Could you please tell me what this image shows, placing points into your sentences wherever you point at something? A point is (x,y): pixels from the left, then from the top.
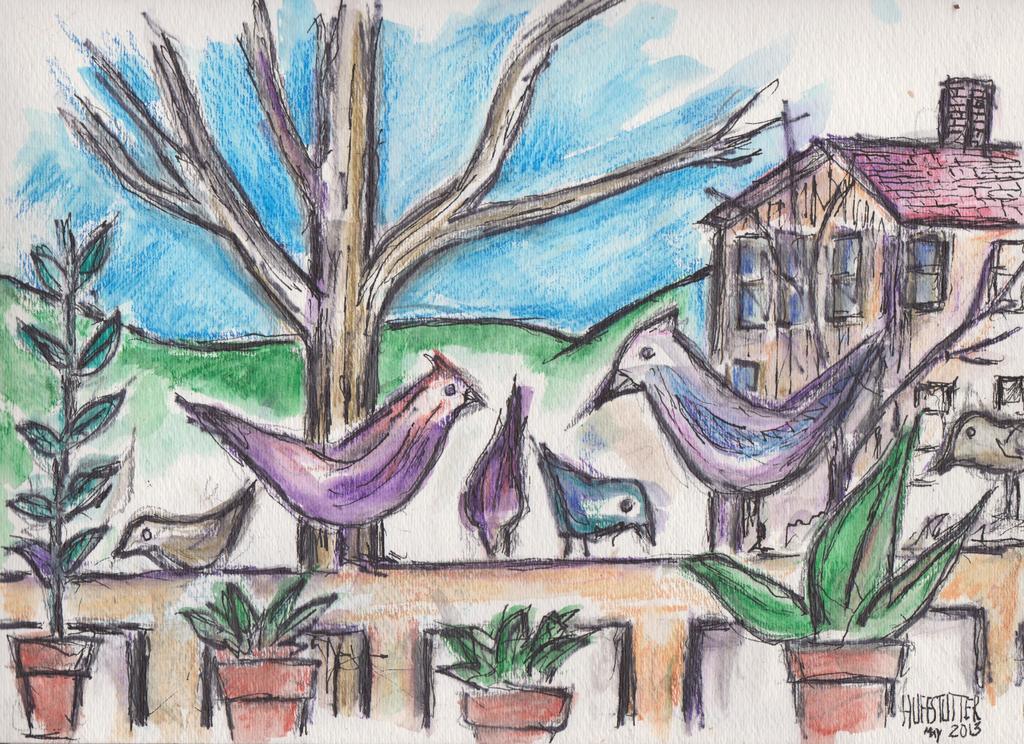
In this image, we can see a drawing. Here there is a house (835,329), tree trunk (328,376), plants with pot (35,698), wall (660,650), few birds (722,485), mountains (24,352) and sky (389,179). Right side (949,718) bottom of the image (927,721), we can see some text (935,715).
